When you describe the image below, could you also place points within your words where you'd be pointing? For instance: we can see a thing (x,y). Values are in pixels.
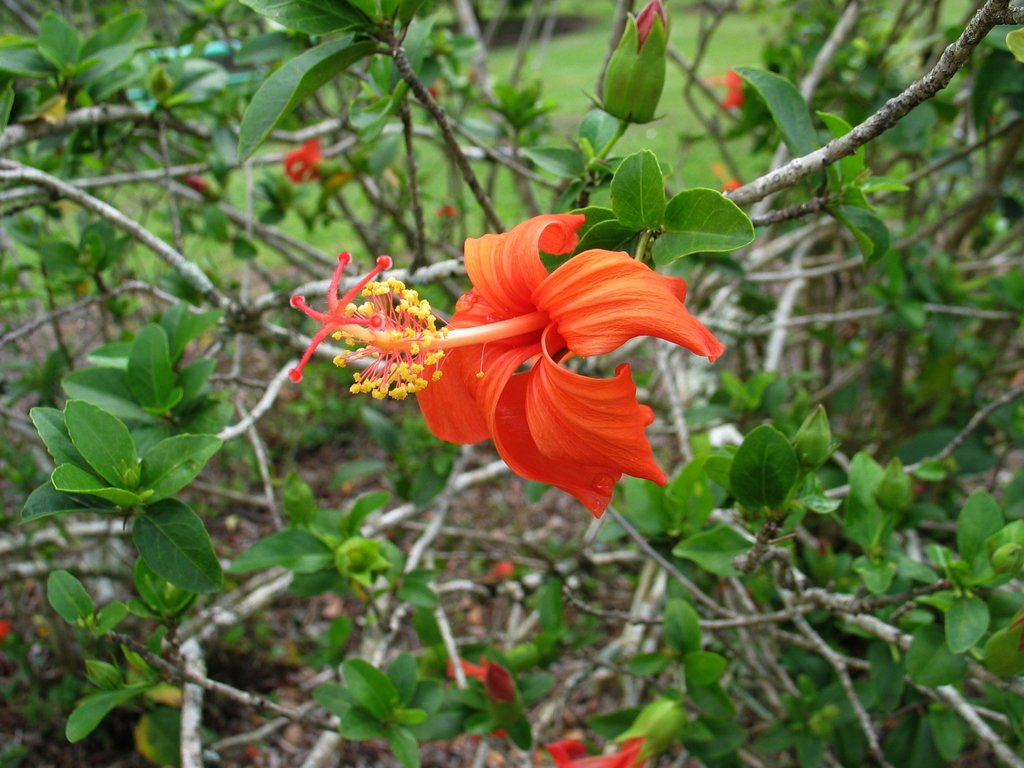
In the picture I can see an orange color Hibiscus flower (490,383) and buds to the plants (613,361). The background of the image (511,72) is blurred, where we can see the grass (579,85).
